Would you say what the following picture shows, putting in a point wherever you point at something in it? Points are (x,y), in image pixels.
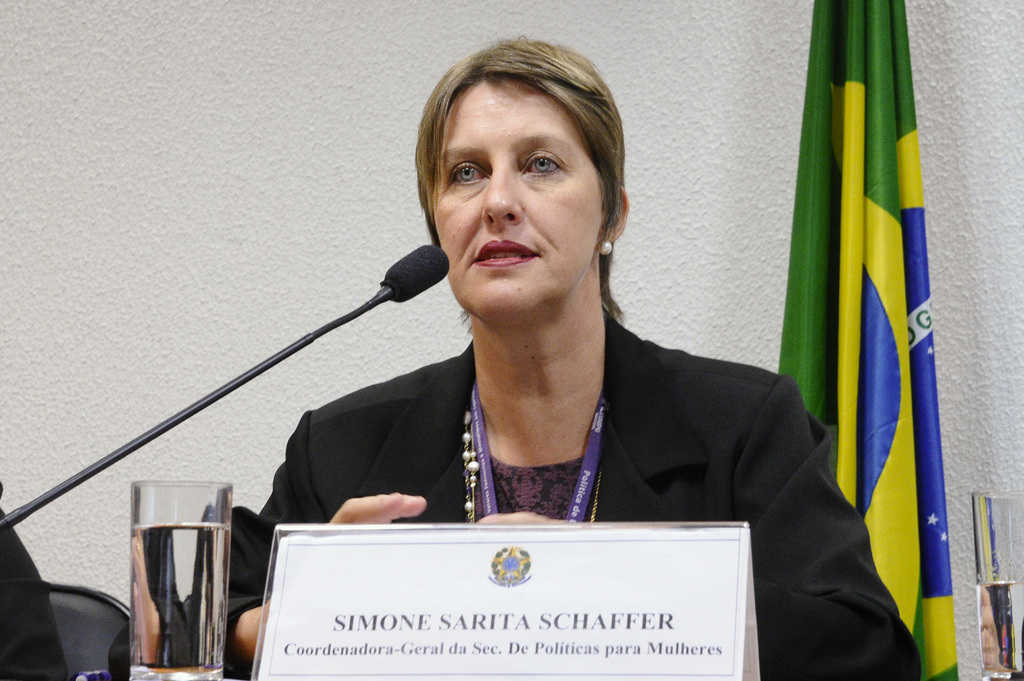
In this picture I can see a woman (459,374) wearing a coat (459,374) and sitting. I can see the microphone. I can see the glass (226,603). I can see name plate board (504,624) at the bottom (532,622). I can see the flag (869,251) on the right side (859,241). I can see the wall (399,83) in the background (399,83).
